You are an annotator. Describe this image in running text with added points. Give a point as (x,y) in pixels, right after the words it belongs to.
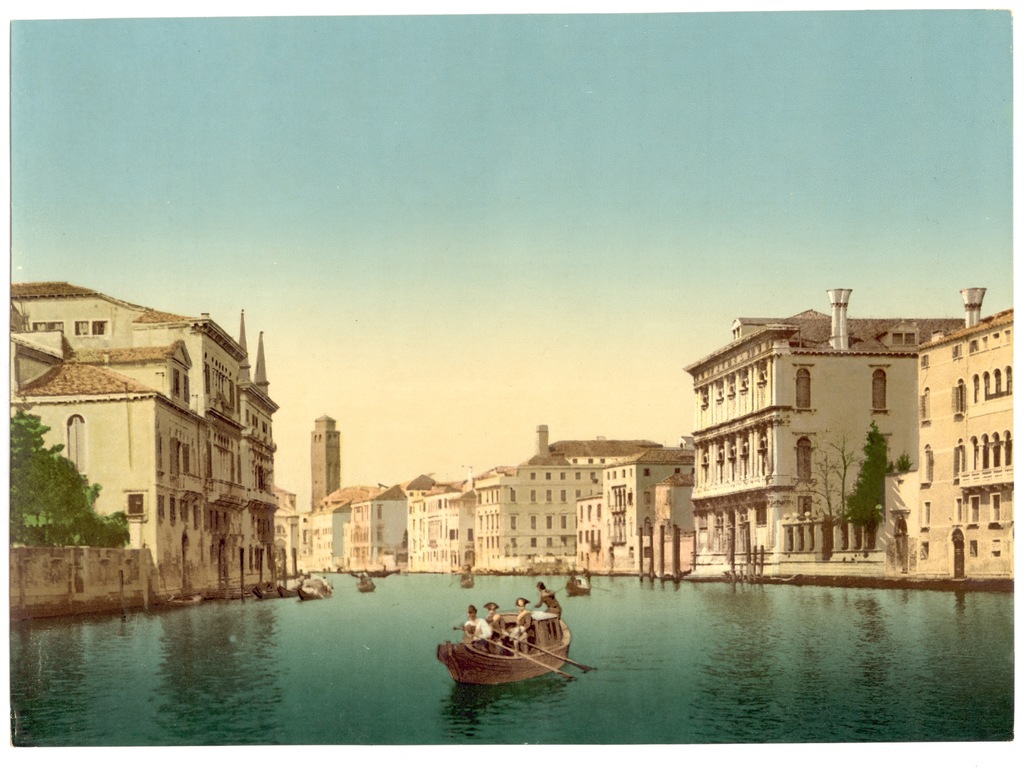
In this image we can see the photo which looks like a painting and we can see some buildings (548,453) and trees (86,539). In the middle of the image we can see some boats (513,619) on the water (433,628) and there are few people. At the top (132,110) we can see the sky (247,177).
